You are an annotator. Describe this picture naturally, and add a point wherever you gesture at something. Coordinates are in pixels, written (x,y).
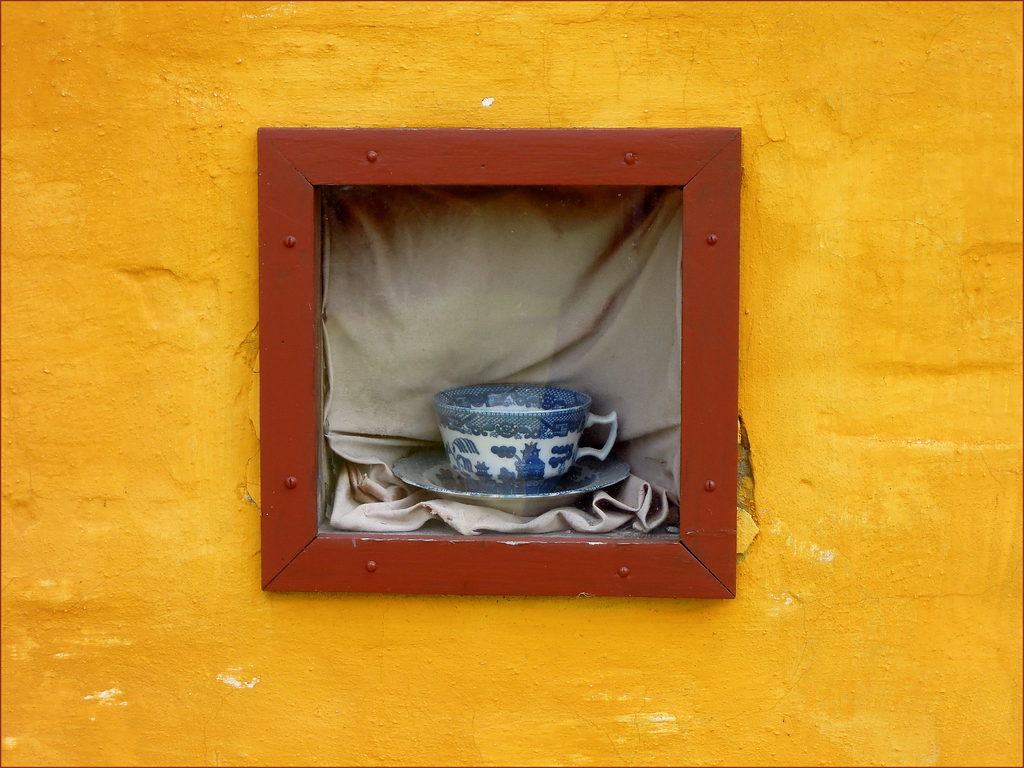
In this image there is a window (495,268) to the wall (1010,601). The window (489,537) is covered with curtain (510,527). On the curtain (426,416) there is a cup (476,470) and a saucer (467,485).
